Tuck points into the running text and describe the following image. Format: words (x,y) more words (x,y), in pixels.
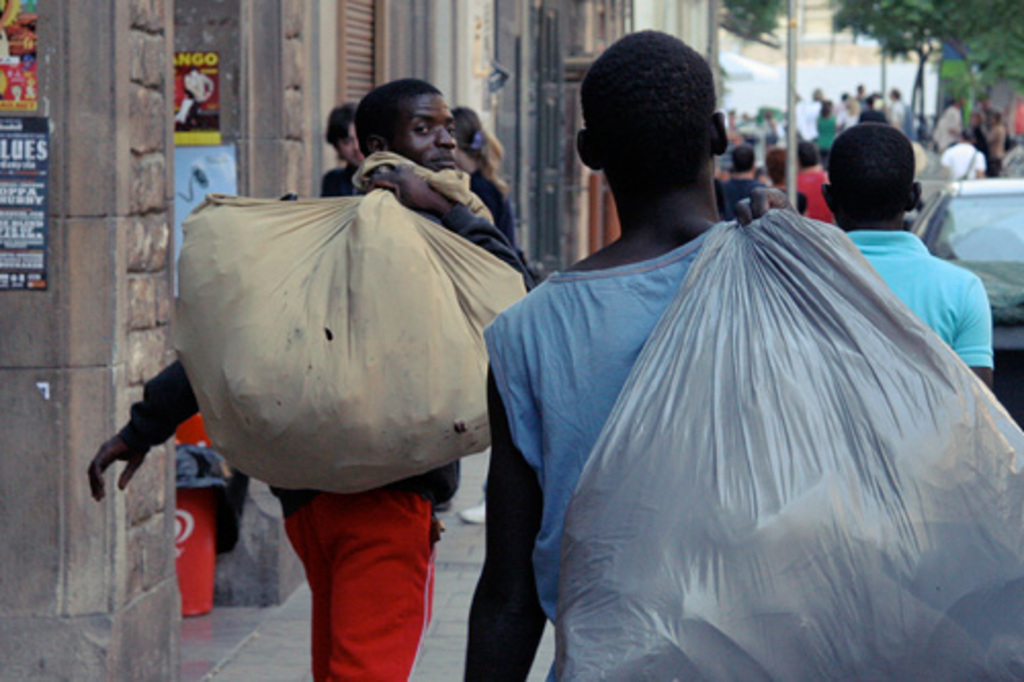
In this image I can see the group of people (663,264) wearing the different color dresses (685,255). And I can see two people (687,153) holding the bags (726,394) which are in brown and ash color. To the right (968,262) I can see the vehicles (993,213) and few more people (887,142). There is a building (242,124) and the posters (205,152) attached to it. In the background (757,56) I can see the trees (966,30) and the building (716,57).
